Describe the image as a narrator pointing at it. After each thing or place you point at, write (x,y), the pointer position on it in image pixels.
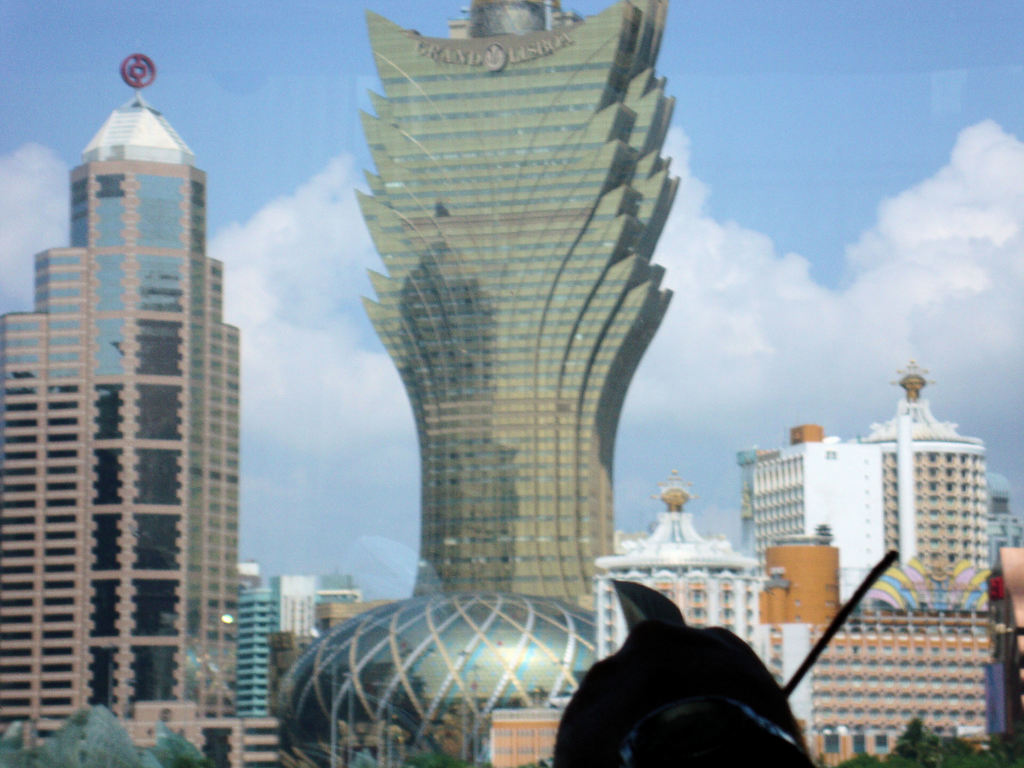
In this image we can see the buildings (751,454) and at the bottom (652,678) we can see some black color object (695,662) and it is not clear. We can also see the sky (811,203) with the clouds (764,276) in the background (336,495).
